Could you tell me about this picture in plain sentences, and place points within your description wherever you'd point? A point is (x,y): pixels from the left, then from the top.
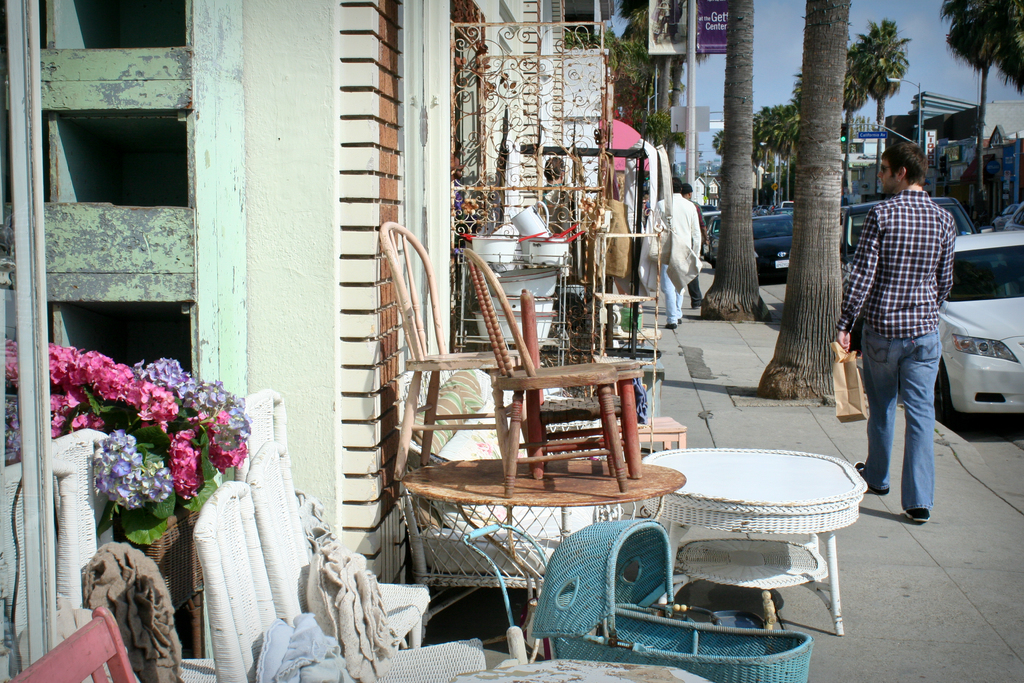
In this image i can see a group of people (873,428) are walking on the road side (769,320) and i can also see there are few chairs (611,461) and vehicles (1016,398) on the road (1020,417).
